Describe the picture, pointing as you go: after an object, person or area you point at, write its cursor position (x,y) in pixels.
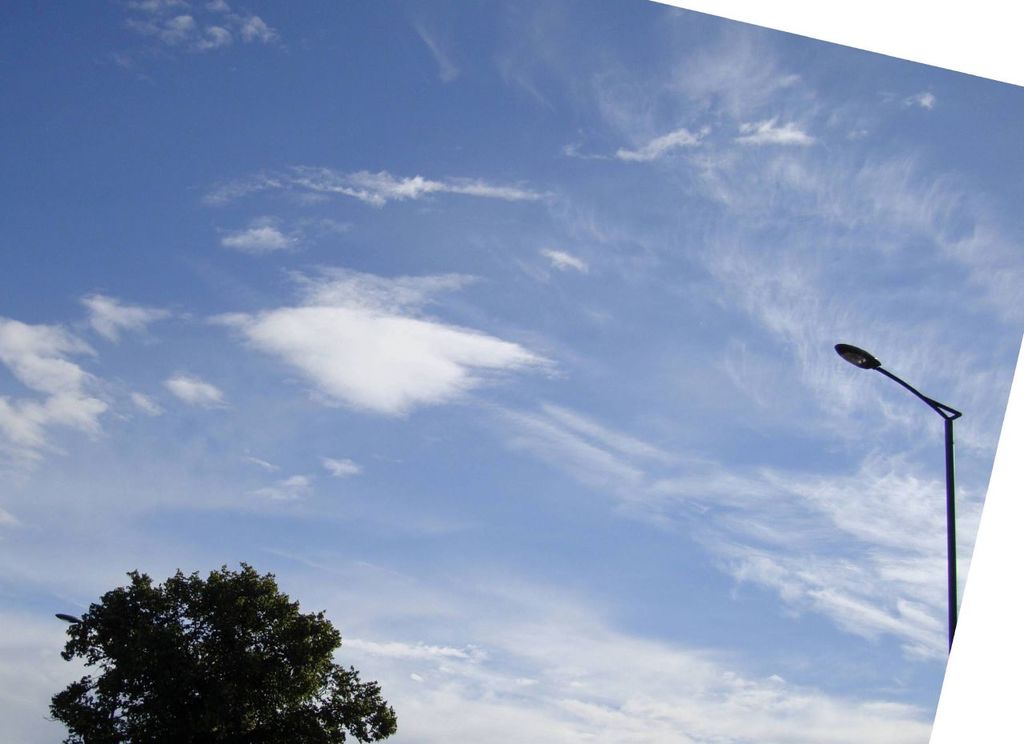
In this image we can see a tree (196,595), here is the street light (856,351), here is the pole (949,589), at above the sky (268,150) is cloudy.
